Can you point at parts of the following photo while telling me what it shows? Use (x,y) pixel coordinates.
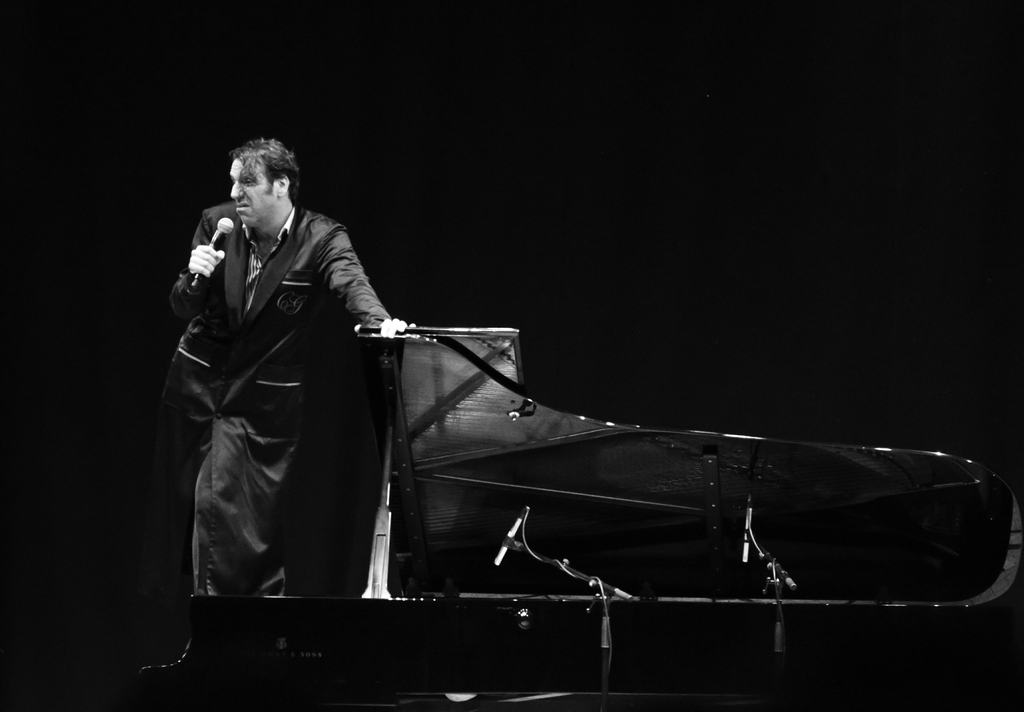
A man (366,313) is holding mic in one hand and placed his other hand (395,326) on the piano (390,361).
